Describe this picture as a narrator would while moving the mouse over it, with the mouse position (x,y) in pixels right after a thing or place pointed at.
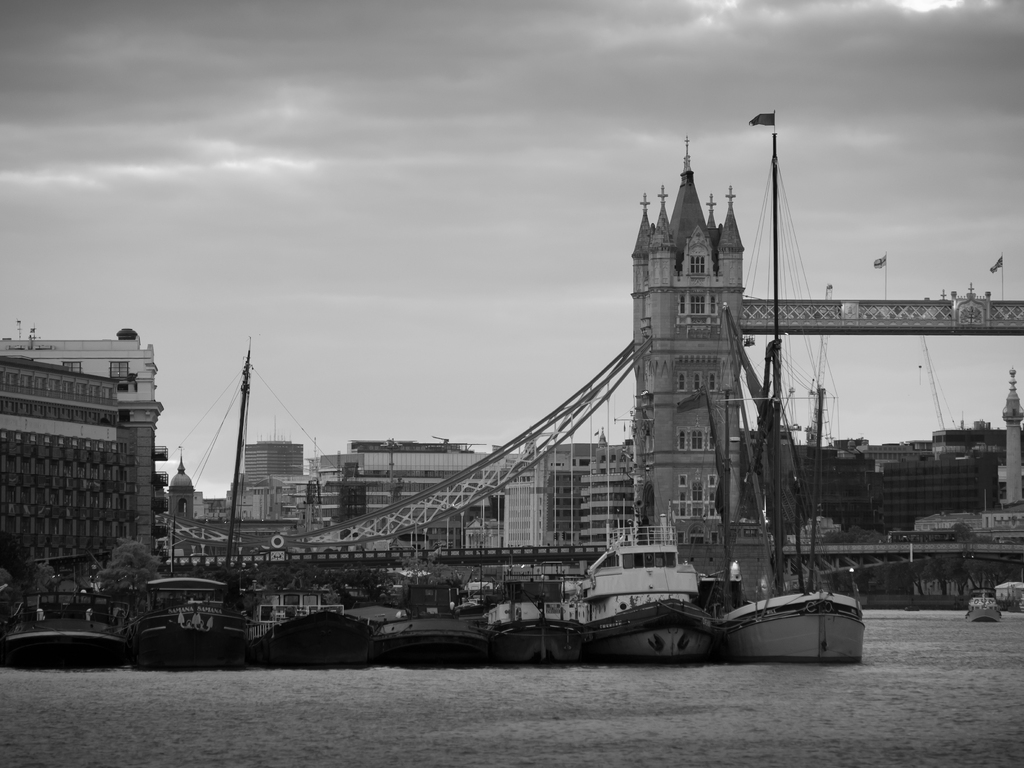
This is a black and white picture, we can see boats (92,655) on the water (95,680), there are buildings (122,500), poles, wires (196,428) and flags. In the background (221,443), we can see the sky (252,420).
